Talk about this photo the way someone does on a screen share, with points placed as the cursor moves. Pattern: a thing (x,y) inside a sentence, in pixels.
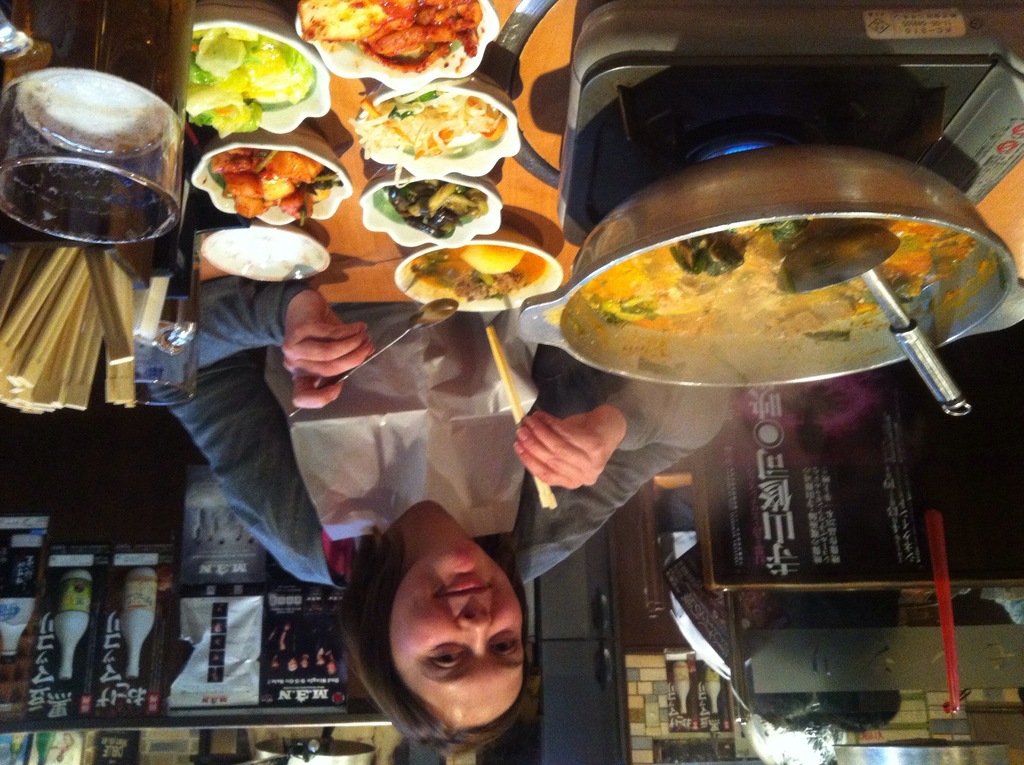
In this image there is a woman (404,486) holding a spoon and a stick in her hand (355,349) and in front of the woman (547,393) there is food (423,146) and in the background (234,654) there are posters (238,658) and there are objects (789,710).
